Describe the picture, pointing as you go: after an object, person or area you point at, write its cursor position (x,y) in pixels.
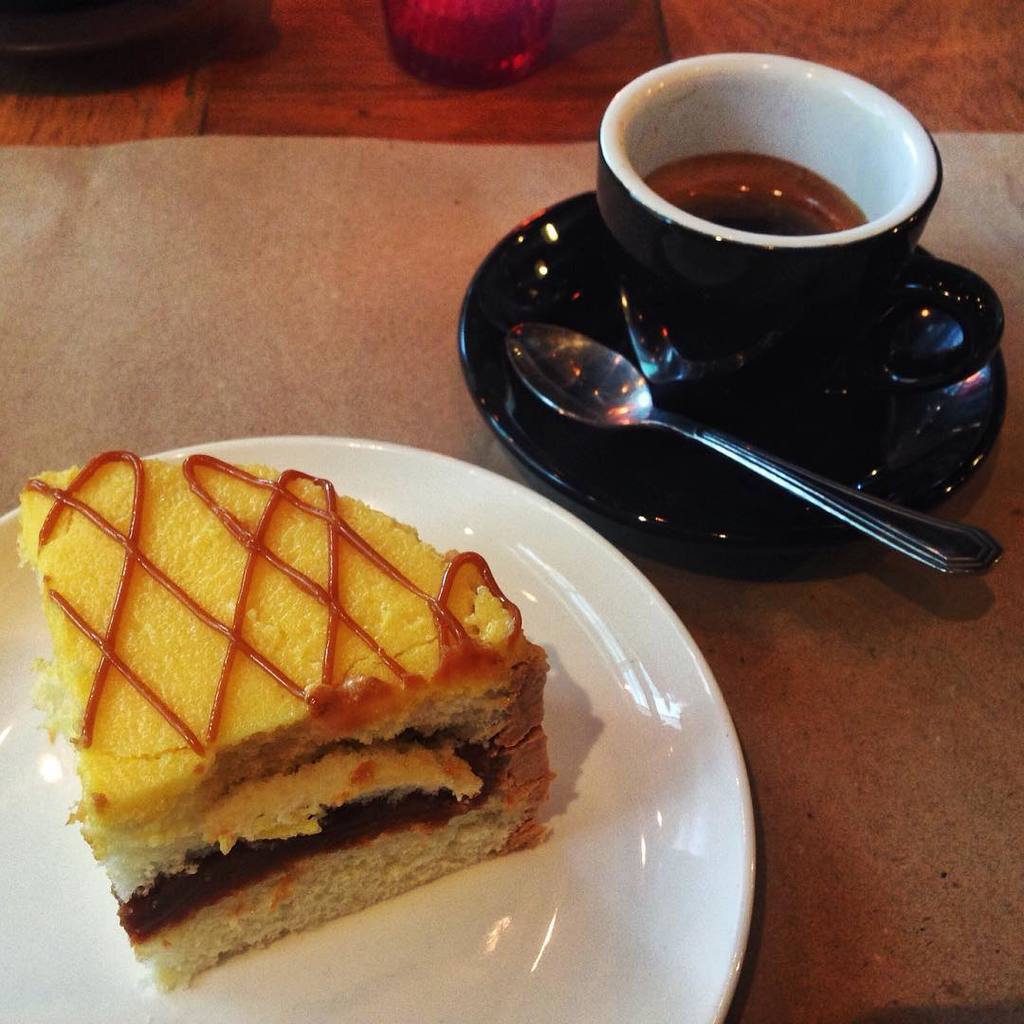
Here I can see a cake piece (327,641) which is placed on a white color saucer (593,766). Beside this, I can see another saucer (626,331) and a cup (717,326) which are in black color. Along with the cup (752,309) there is a spoon (621,389). These objects (516,571) are placed on a table (252,343). On the top (447,45) I can see a glass (471,21).
